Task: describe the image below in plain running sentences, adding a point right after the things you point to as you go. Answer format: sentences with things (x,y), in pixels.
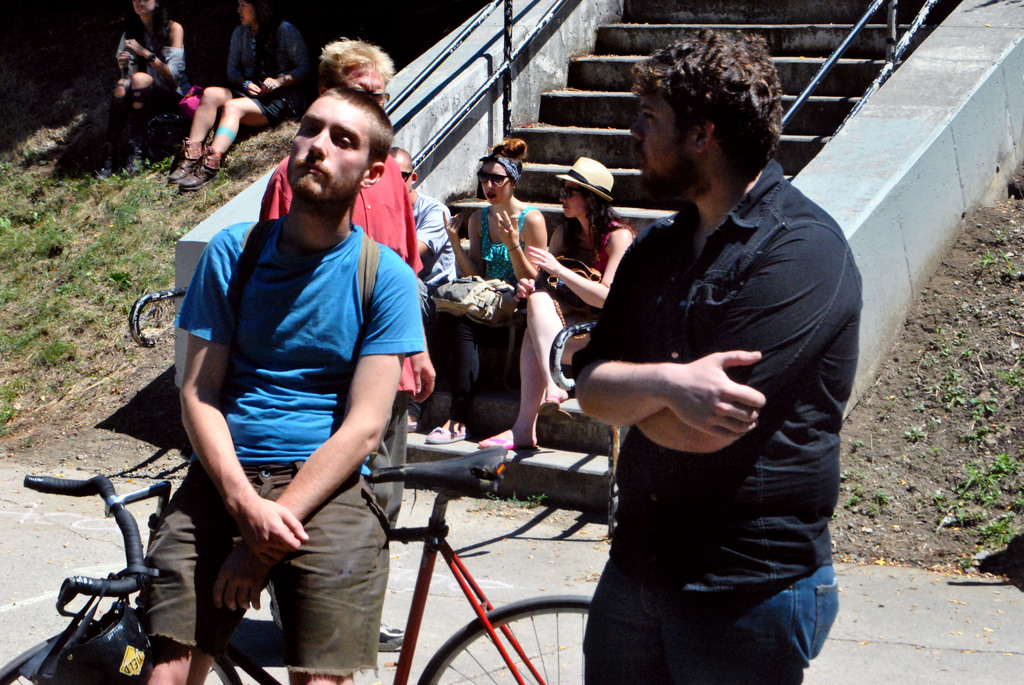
There are two girls (478,249) sitting on steps (509,337) and two girls (126,81) on ground (94,134) and two boys (304,510) standing beside the bicycle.
